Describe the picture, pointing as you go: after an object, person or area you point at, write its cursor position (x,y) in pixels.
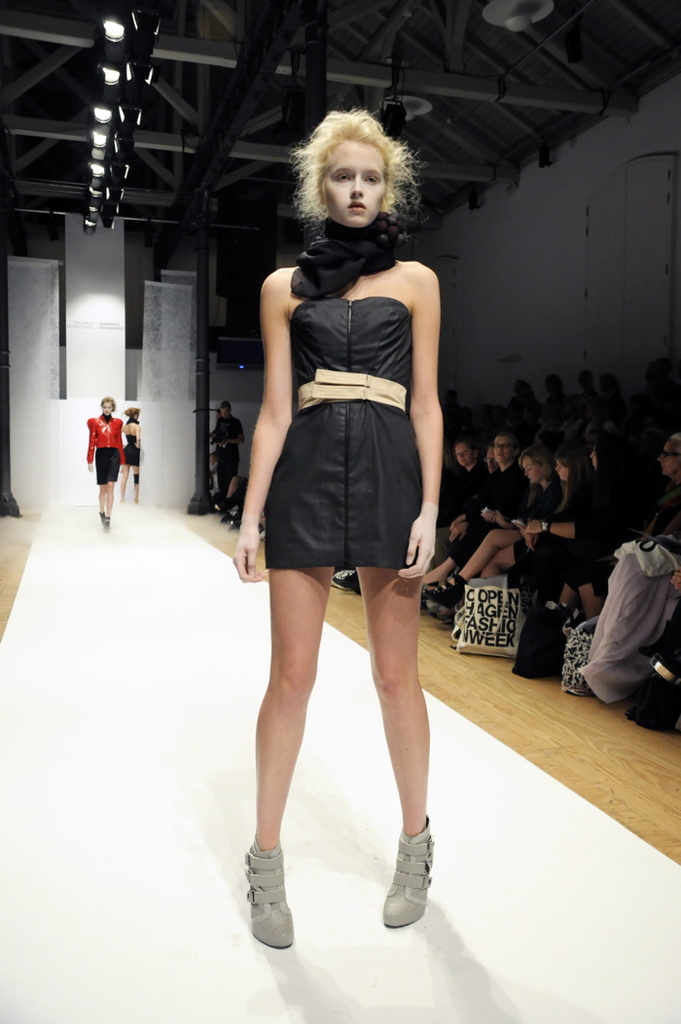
In this image there is a person (265,291) standing on the ramp (339,1017), and at the background (512,6) there are two people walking on the ramp (103,725), lights (113,93), group of people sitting on the chairs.
